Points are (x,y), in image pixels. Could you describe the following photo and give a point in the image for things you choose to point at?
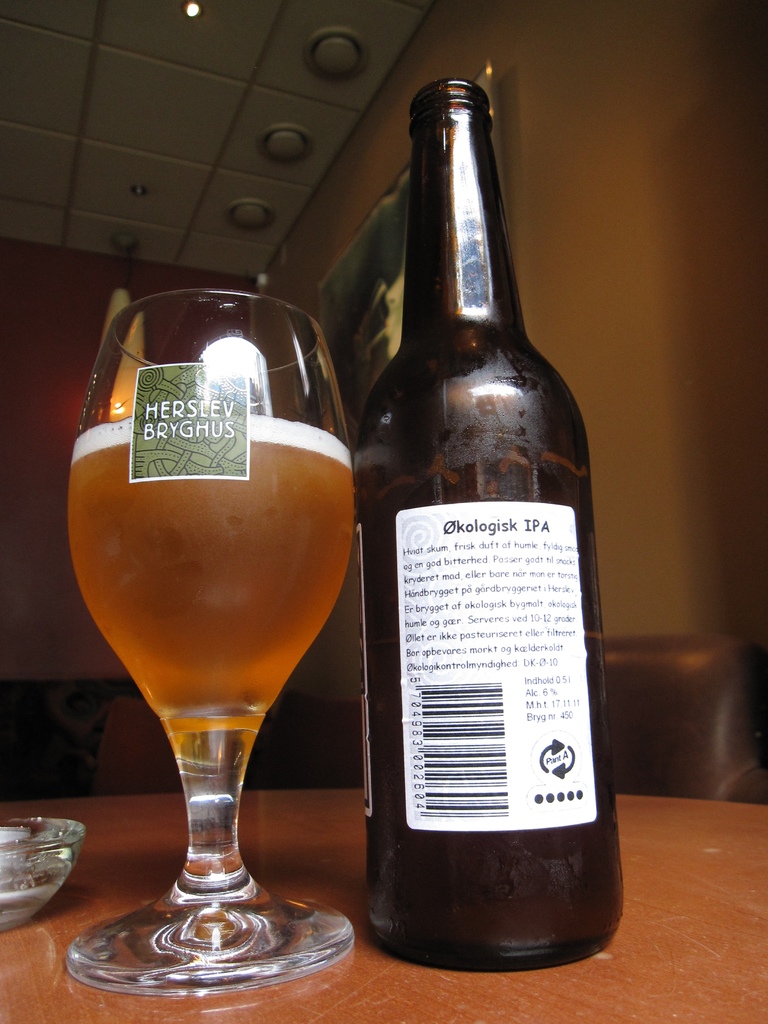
In this picture we can see a wooden table (429,1014) and on the table (311,986) there is a bottle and a glass (189,601) with some liquid (189,560) and a glass bowl (47,827). Behind the items (298,528) there is a wall (574,312) and a ceiling light (291,125) on the top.
